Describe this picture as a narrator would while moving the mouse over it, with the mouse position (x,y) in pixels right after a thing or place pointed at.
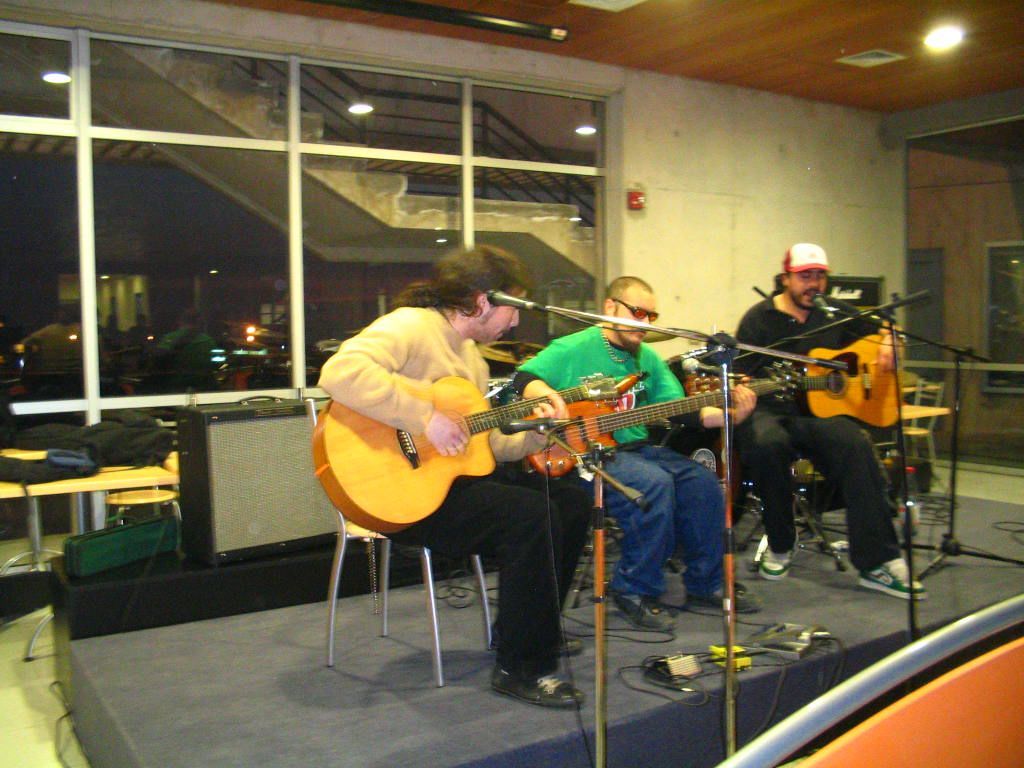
Here we can see a group of persons (598,350) are sitting on the chair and holding a guitar (575,399) in his hands (556,405), and in front here is the microphone (541,306), and at back (791,159) here is the wall (796,124), and here is the glass door (332,116).
